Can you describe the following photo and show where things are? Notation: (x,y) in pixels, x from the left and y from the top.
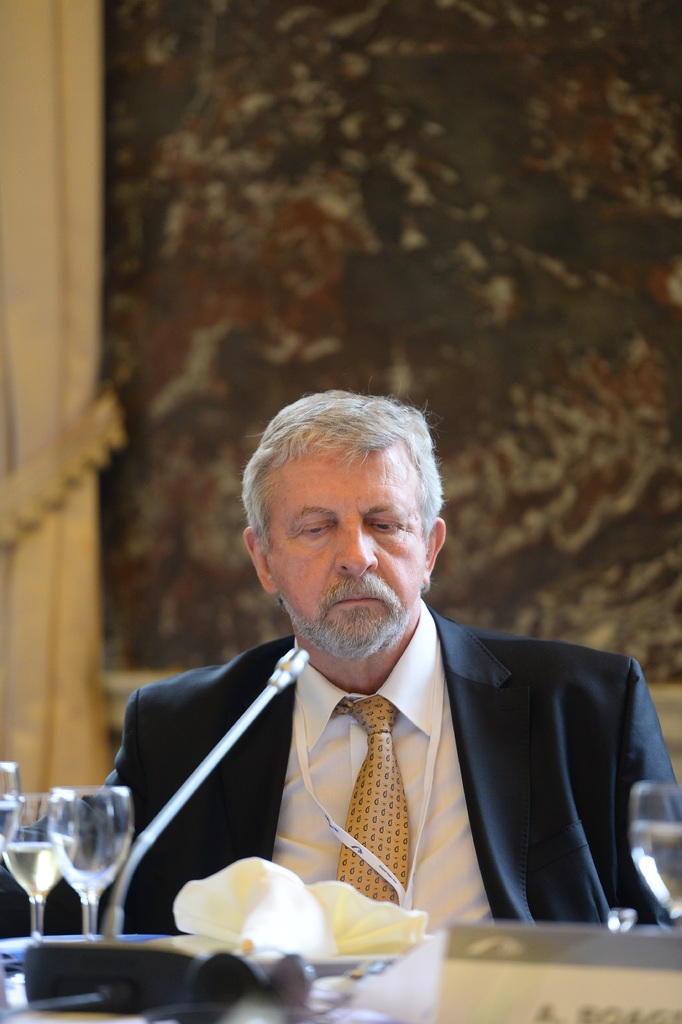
In this picture we can see a man (272,774) in the black blazer (260,741). In front of the man (334,735), there are glasses (28,814), a name plate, a microphone (227,748) and some objects (213,914). Behind the man (317,543), it looks like a curtain (23,386) and a wall (340,251).
